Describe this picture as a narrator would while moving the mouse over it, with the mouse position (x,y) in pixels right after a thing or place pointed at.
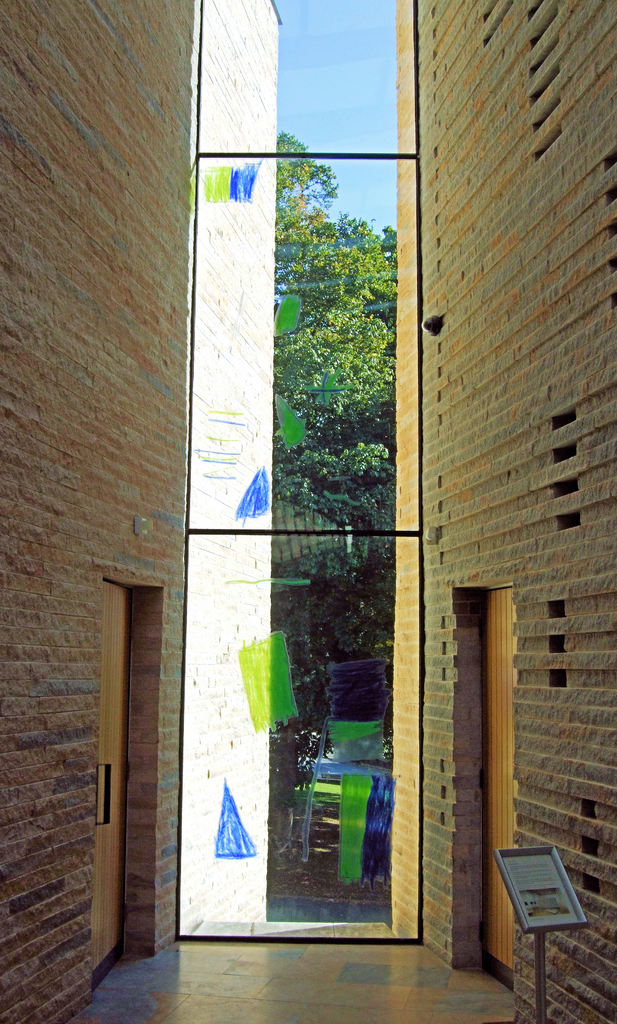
In this image in the front (533,926) there is a board (543,908) with some text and images (544,908) on it. On the right side (518,499) there is a wall (526,483) and there is a door (513,687). On the left side (102,728) there is a door (108,736) and there is a wall (99,426). In the center (325,601) there is a glass (292,472) and behind the glass (292,472) there are trees (292,472).
